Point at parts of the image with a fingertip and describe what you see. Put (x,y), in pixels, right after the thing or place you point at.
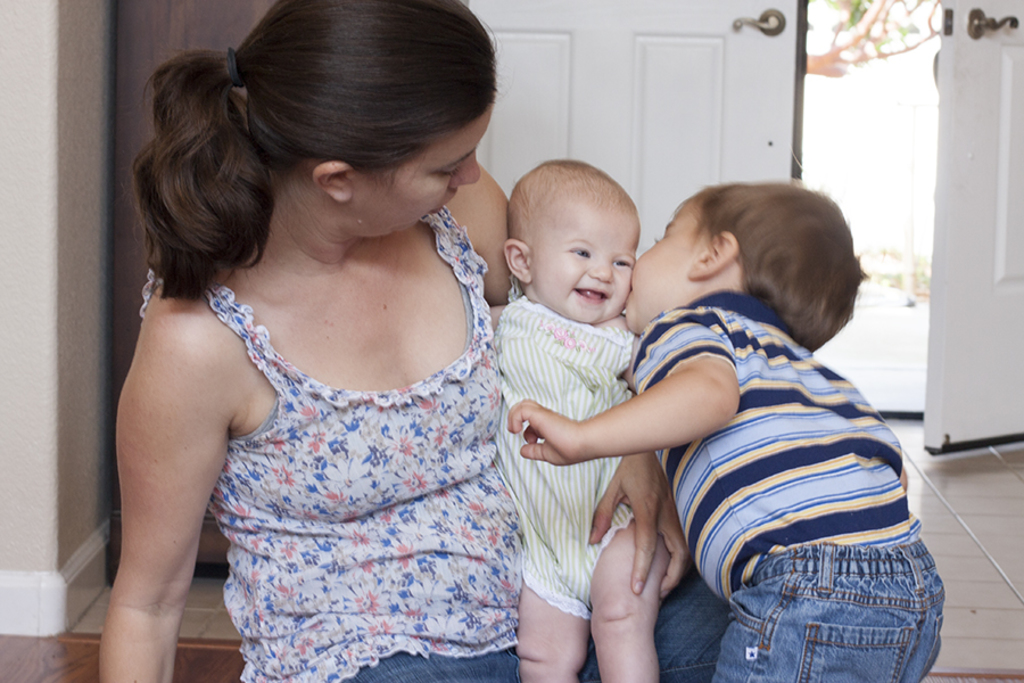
In this image in the foreground (322,343) a woman (382,311) holding a baby (568,355), beside her a boy (659,398) kissing to the baby (611,269), at the top (683,56) there is a white color door (1009,65), the wall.
